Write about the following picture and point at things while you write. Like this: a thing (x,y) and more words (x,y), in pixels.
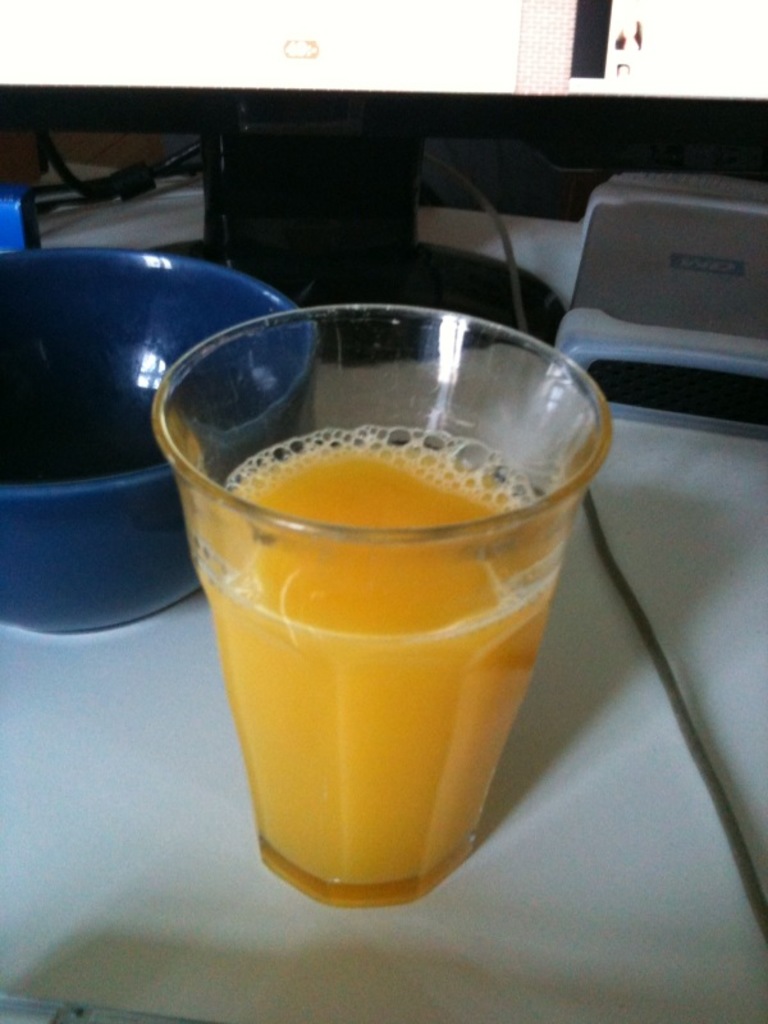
At the bottom of the image (547,722) there is a table (585,636), on the table (634,525) there is glass (265,322), bowl (253,351) and screen (158,101) and there are some wires (52,142).
